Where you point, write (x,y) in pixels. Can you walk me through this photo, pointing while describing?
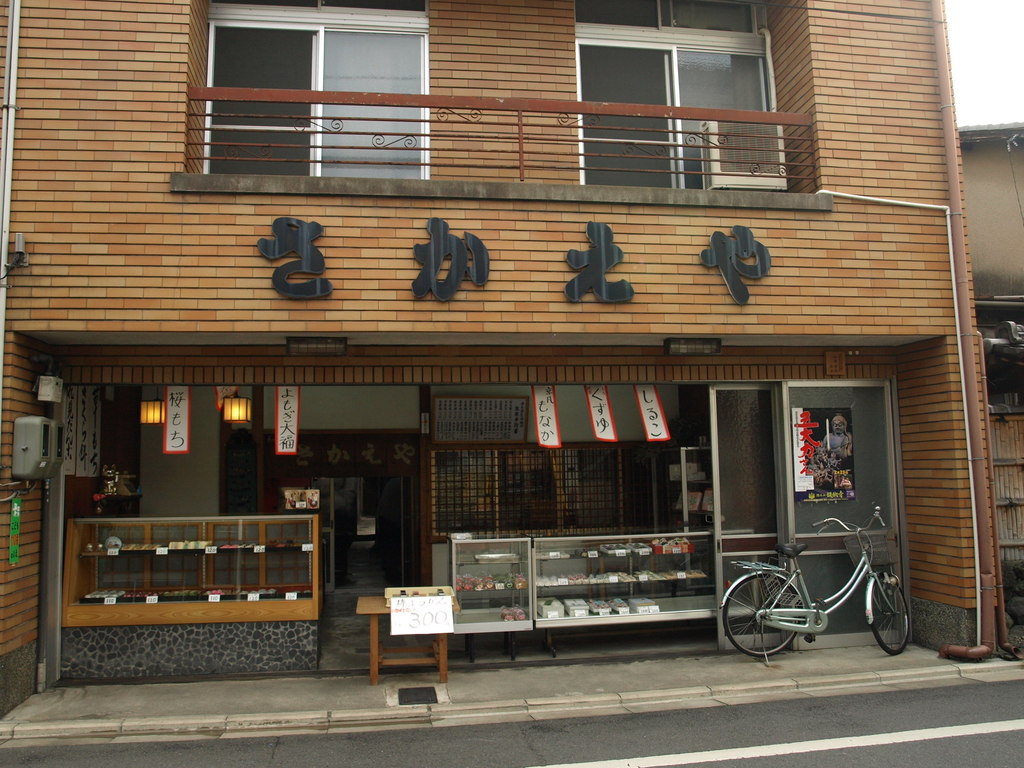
This is a building (487,199) with the windows (296,143), there is a bicycle (825,602), this is road (690,737).
